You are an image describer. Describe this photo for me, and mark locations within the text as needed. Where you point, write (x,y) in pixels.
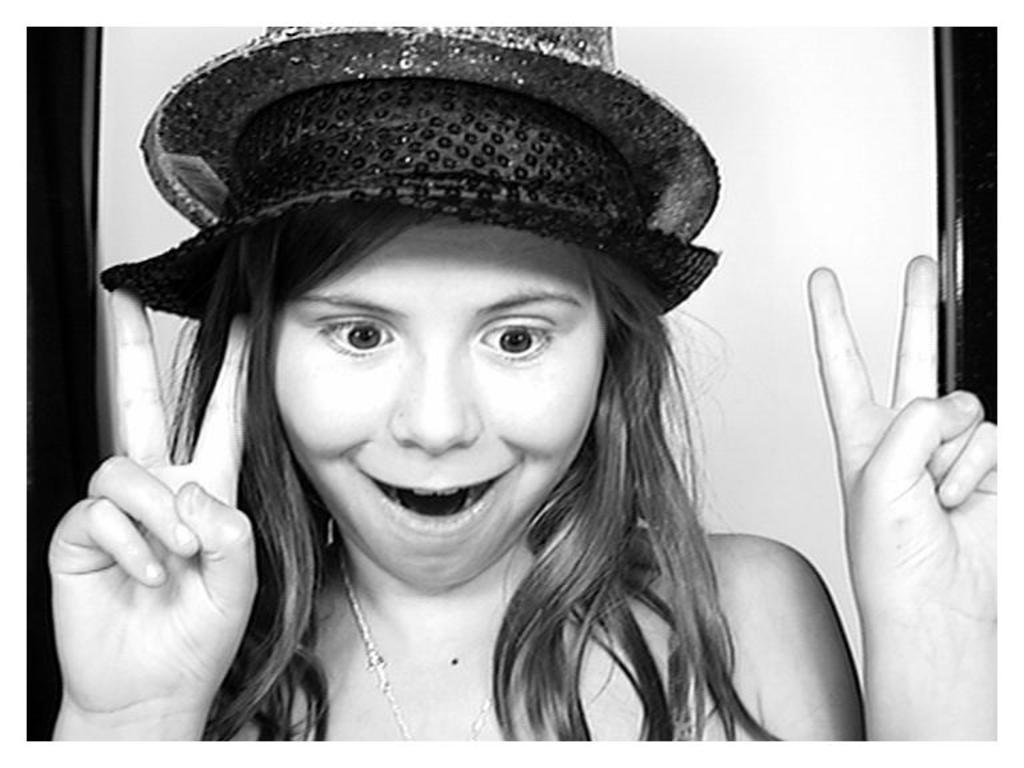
This is a black and white image where we can see a person (596,613) is wearing hat (553,224).
